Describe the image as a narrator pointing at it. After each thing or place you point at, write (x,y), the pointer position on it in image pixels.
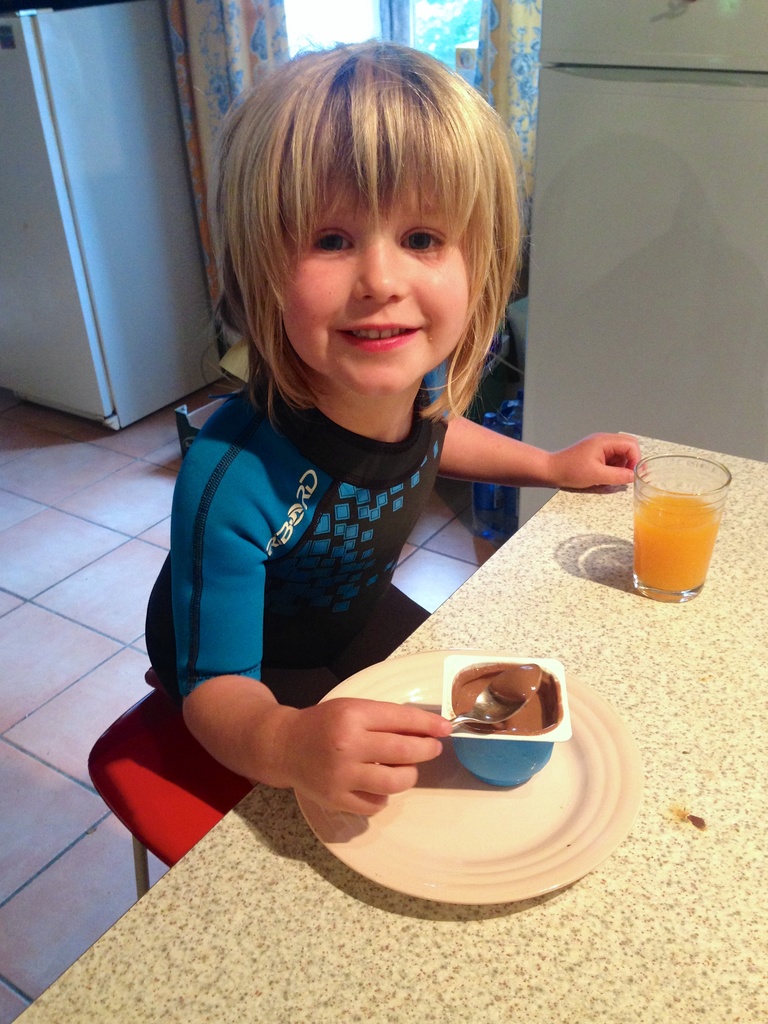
In this image I can see the child (296,760) sitting and I can also see the food (504,735) in the plate (505,871) and the glass (685,534) is on the cream color surface (688,651). In the background (696,288) I can see the refrigerator (628,211), few windows (459,12) and curtains (193,66).
